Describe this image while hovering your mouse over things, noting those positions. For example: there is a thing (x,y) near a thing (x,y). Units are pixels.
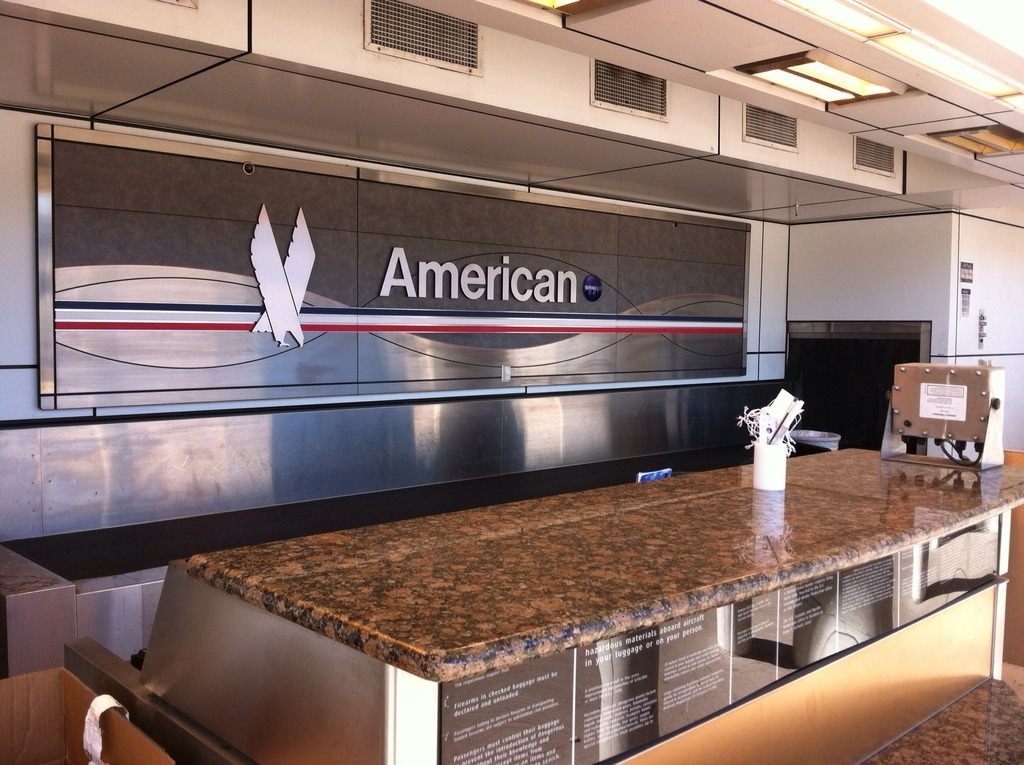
In this picture we can see a countertop (753,583), there is a pen stand (785,481) in the middle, we can see a board (583,276), there are some lights (898,48) at the top of the picture (871,22).
